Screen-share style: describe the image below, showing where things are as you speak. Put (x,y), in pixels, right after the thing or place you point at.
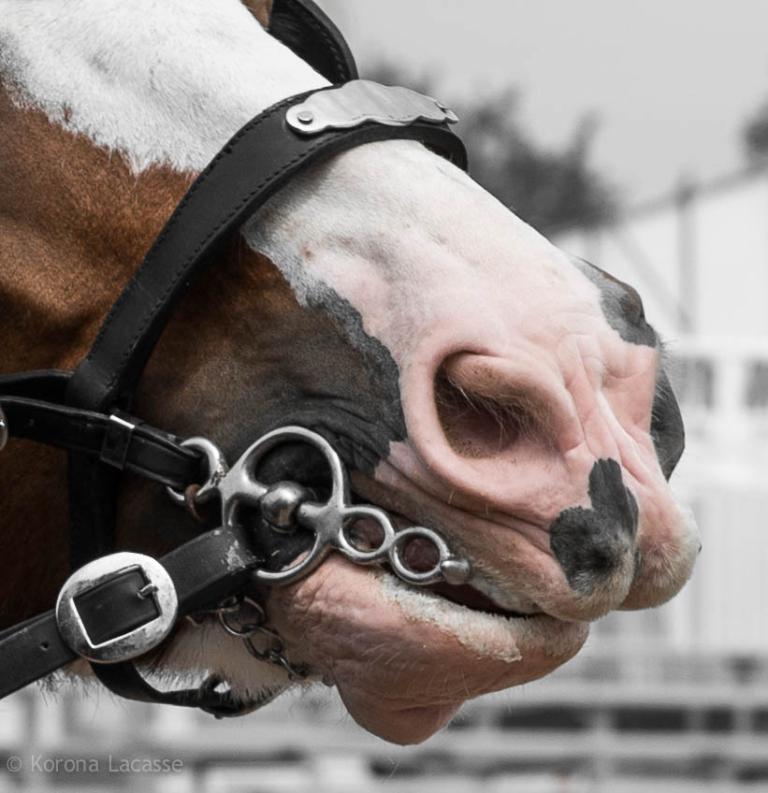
In the front of the image (352,189) I can see an animal face part (220,442) along with belts (248,125). In the background of the image (714,295) it is blurry. At the bottom left side of the image (211,768) it is blurry.
